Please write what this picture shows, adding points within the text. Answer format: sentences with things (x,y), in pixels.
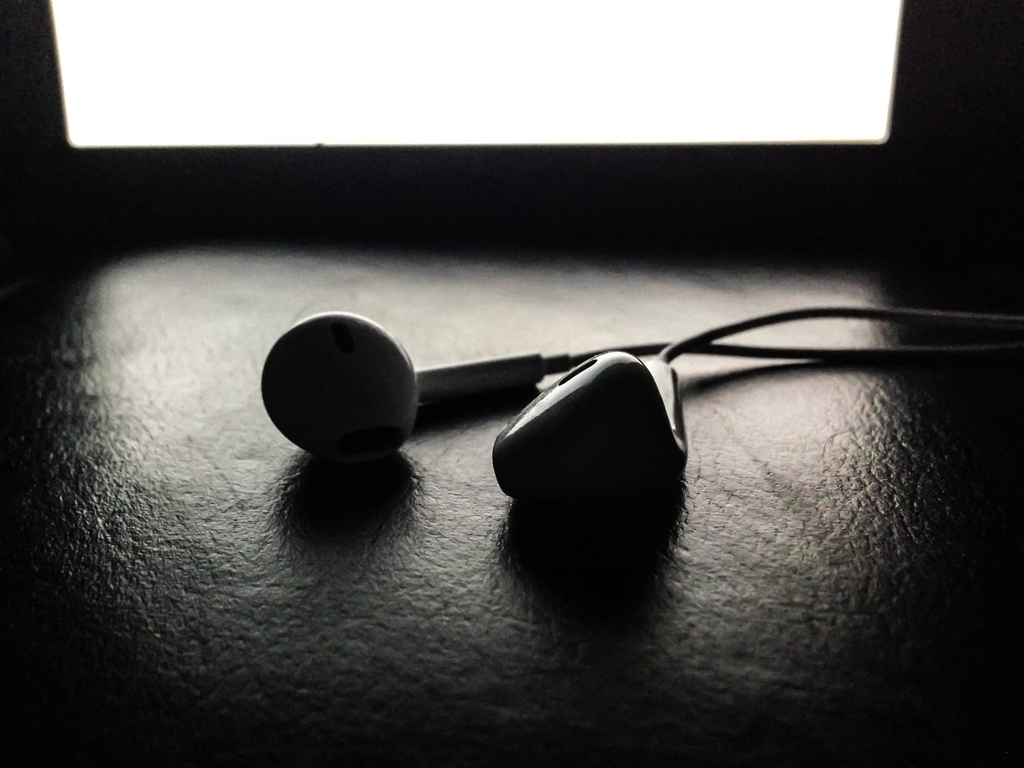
This is a black and white image. There are headphones (508,365) in the middle (628,481).
